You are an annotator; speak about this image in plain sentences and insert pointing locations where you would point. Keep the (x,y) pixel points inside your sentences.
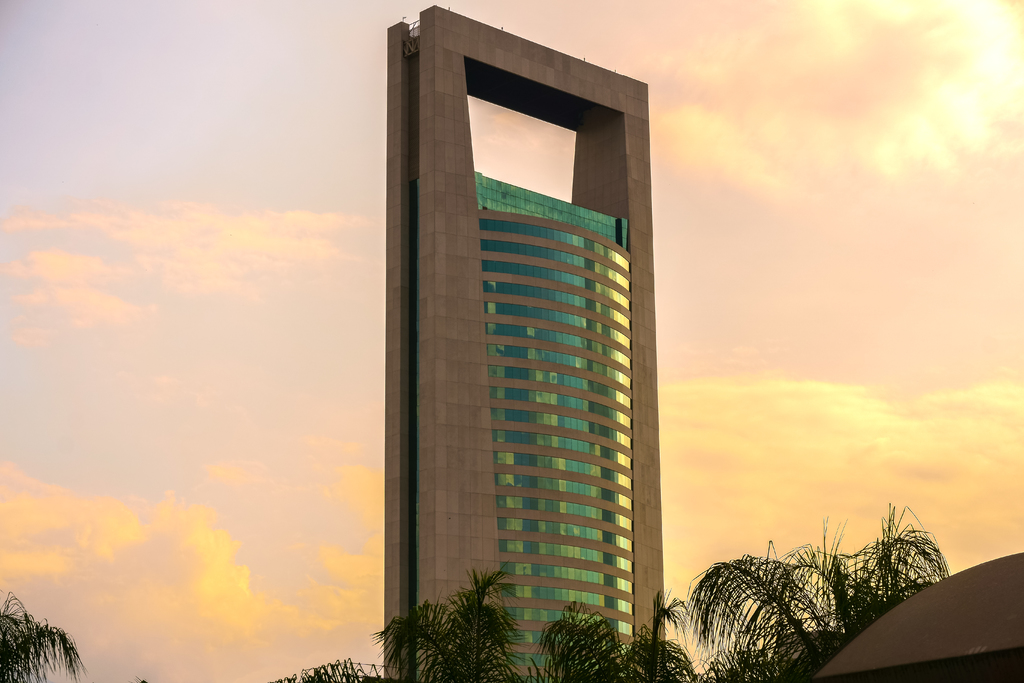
Sky (814,170) is cloudy. Here we can see buildings (565,280). To this building (550,369) there are glass windows (534,290). In-front of this building (489,555) there are trees (495,630).
